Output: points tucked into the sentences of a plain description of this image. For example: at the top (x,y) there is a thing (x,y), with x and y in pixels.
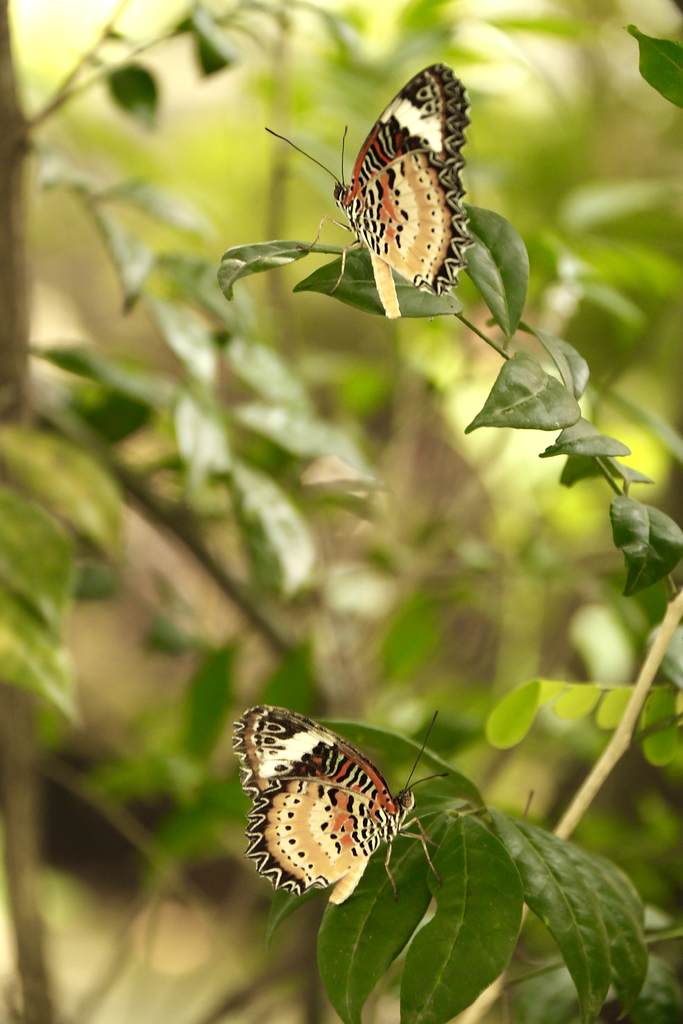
There are butterflies (390,296) on the leaves (366,736) in the foreground area of the image (426,256) and greenery (389,553) in the background (443,471).
